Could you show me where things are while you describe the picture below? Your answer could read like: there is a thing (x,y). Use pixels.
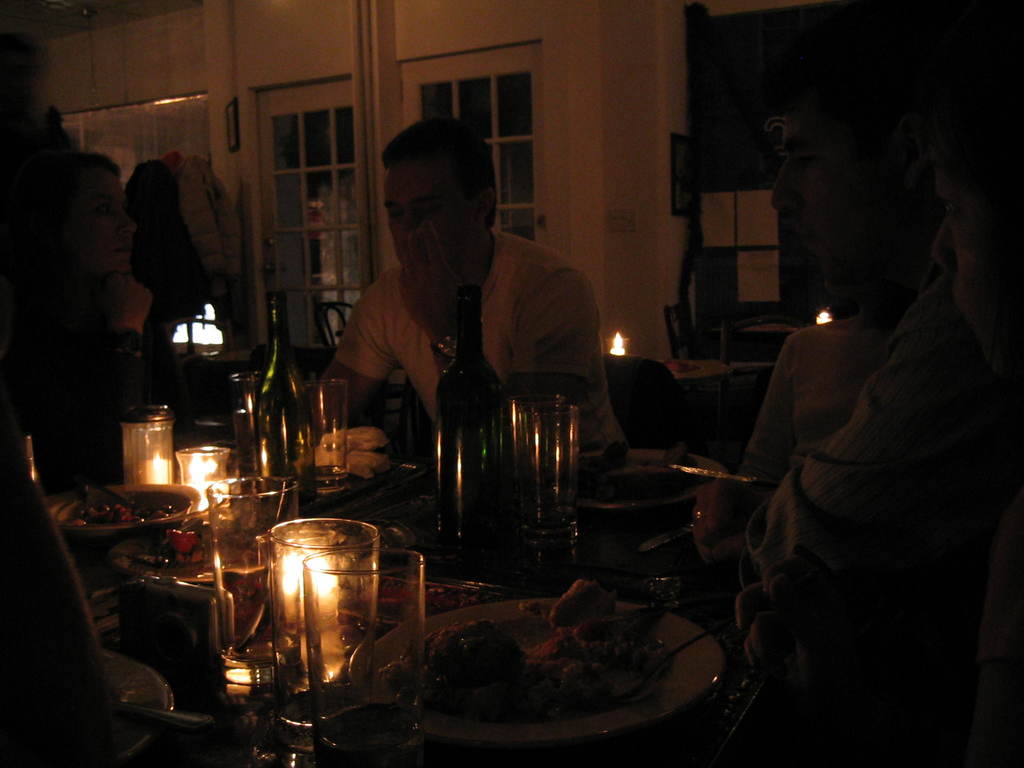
there is a table (524,553) in this picture on which some glasses (567,529), plates (593,707) and some lights (302,559) were placed. There are some people (398,249) sitting around the table (699,594). In the background (307,183) there is a door (319,130) and a wall (446,36) here.
